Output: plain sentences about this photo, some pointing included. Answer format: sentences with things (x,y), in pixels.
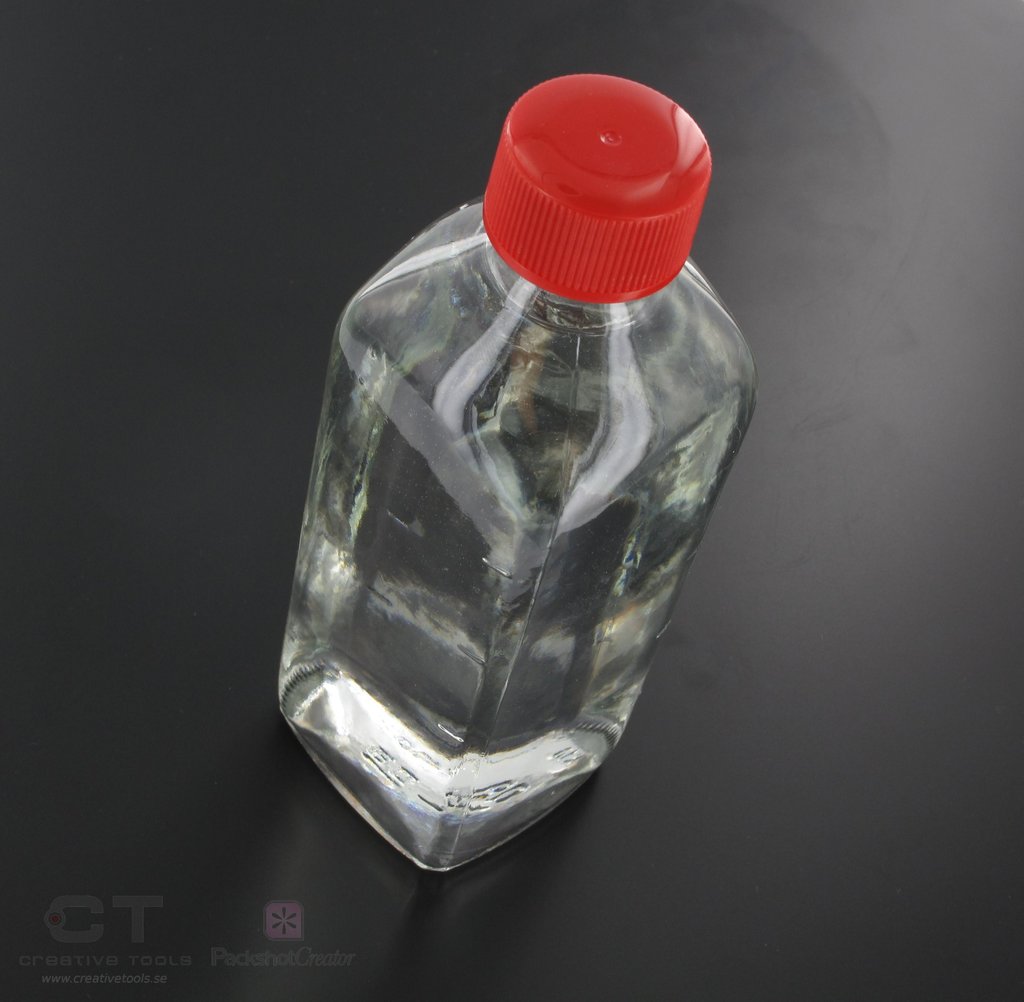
This picture is mainly highlighted with a bottle (572,399) and we can see a red cap (637,232). The bottle (549,442) is transparent and inside it we can see water (470,617).
